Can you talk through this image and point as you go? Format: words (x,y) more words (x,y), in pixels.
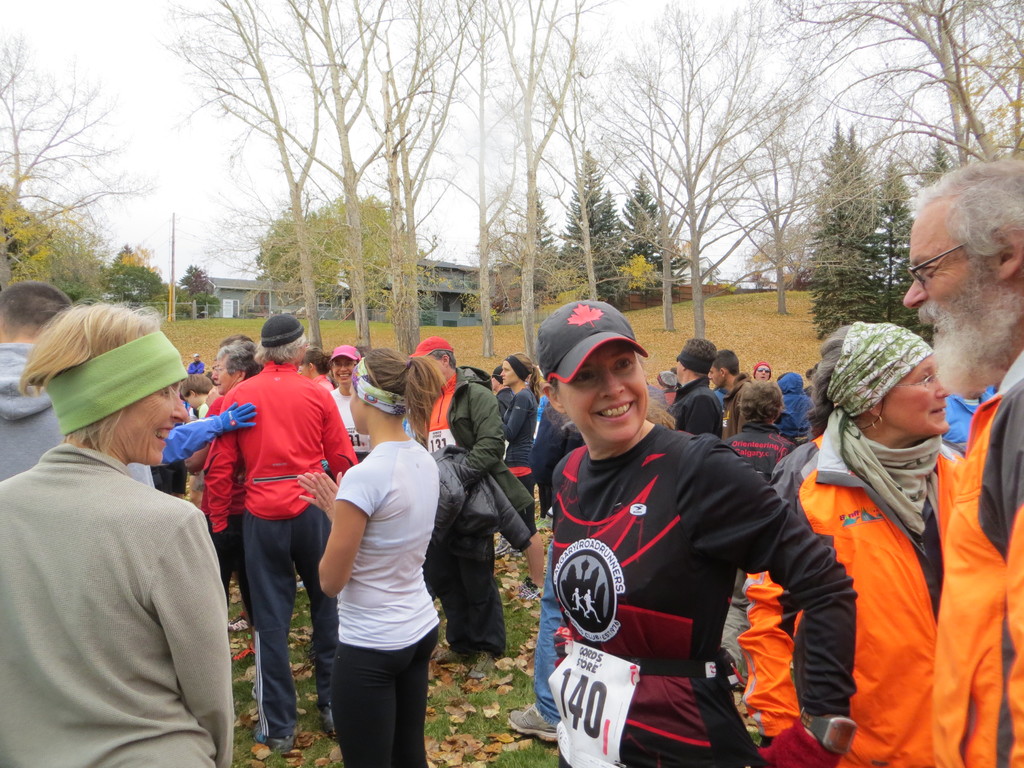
In this picture we can observe some people (526,458) standing on the ground (455,732). There are men (983,469) and women (639,416). In the background (349,260) there are trees (307,256), houses (422,261) and a sky (154,89).
